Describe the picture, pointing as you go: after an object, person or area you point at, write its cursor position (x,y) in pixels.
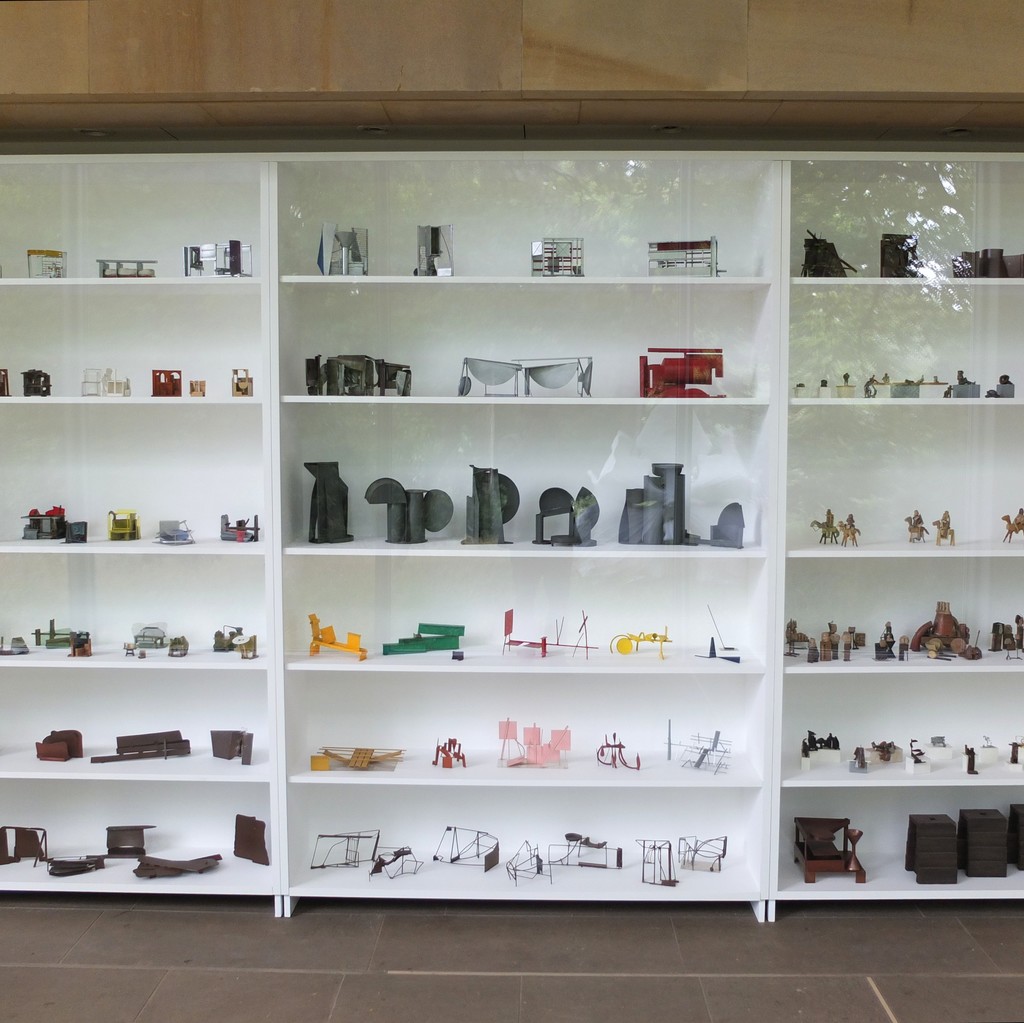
In the picture we can see a floor (2,922) with a rack (738,835) on it which are white in color and the racks (140,213) are filled with crafts (387,501) and on the top of it we can see a wooden frame (126,70).
